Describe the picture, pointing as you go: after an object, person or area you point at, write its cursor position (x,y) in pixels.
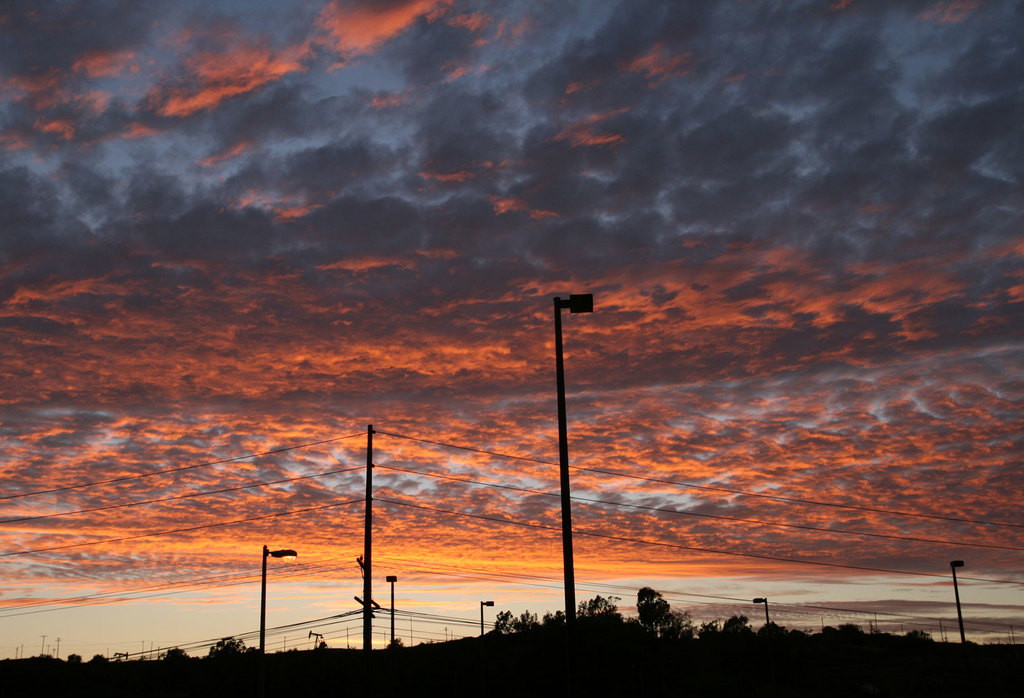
In this image few trees (664,634), street lights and some pole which are connected with the wires (409,505) are at the bottom of image (264,593). Top of image (466,135) there is sky (523,316) with some clouds (409,343).
